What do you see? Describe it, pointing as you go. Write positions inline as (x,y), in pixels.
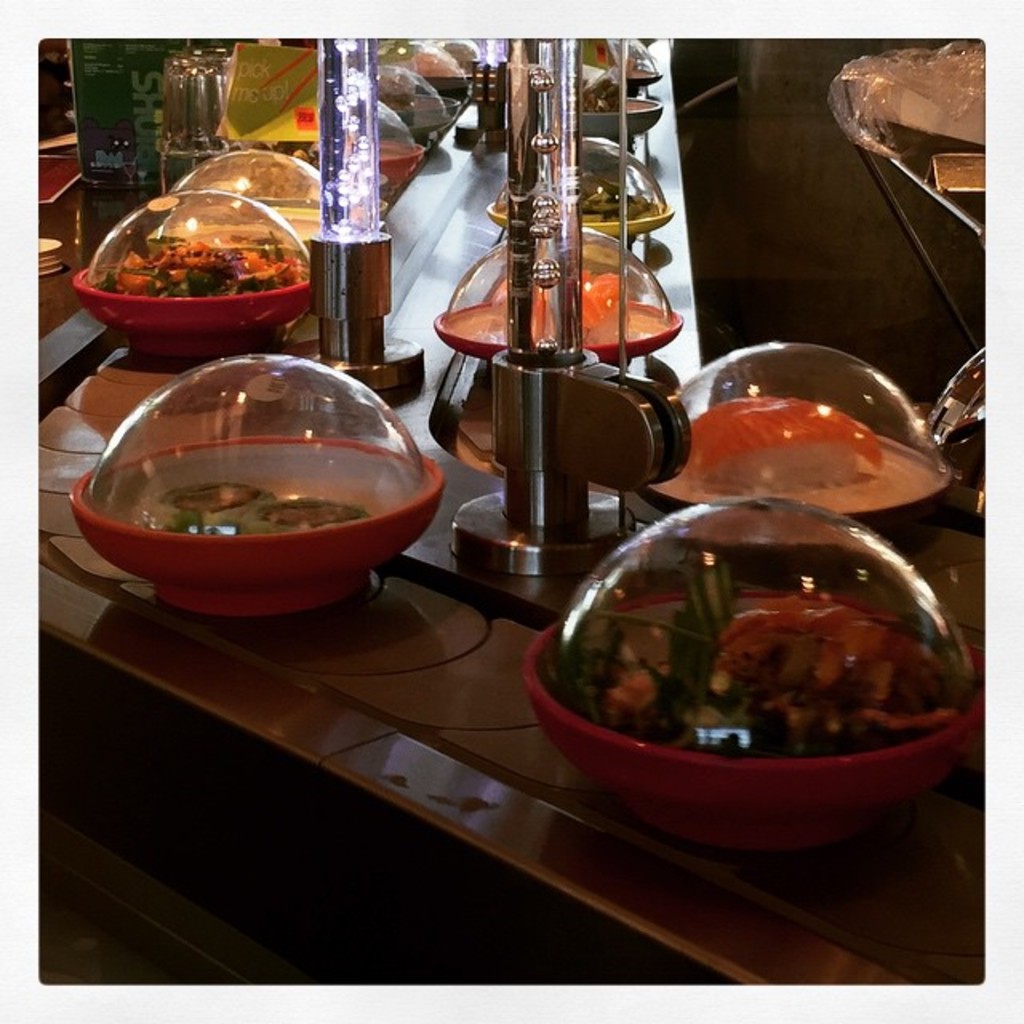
In this image, we can see some dishes (215,398) and glass tubes (558,285) on the table (350,655).
